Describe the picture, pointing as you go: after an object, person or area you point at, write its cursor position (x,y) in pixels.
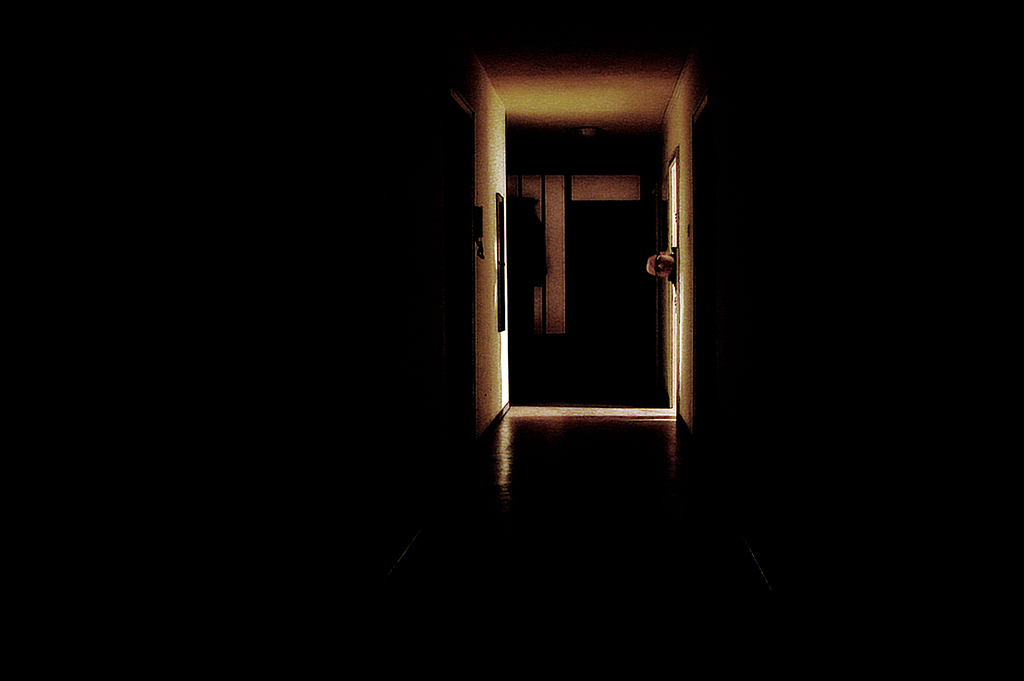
In this image there is a person (655,271) looking into a corridor (696,448) from the door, in front of the person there is a frame (500,234) on the wall (494,278), in the background of the image (582,269) there is a door (602,300).
